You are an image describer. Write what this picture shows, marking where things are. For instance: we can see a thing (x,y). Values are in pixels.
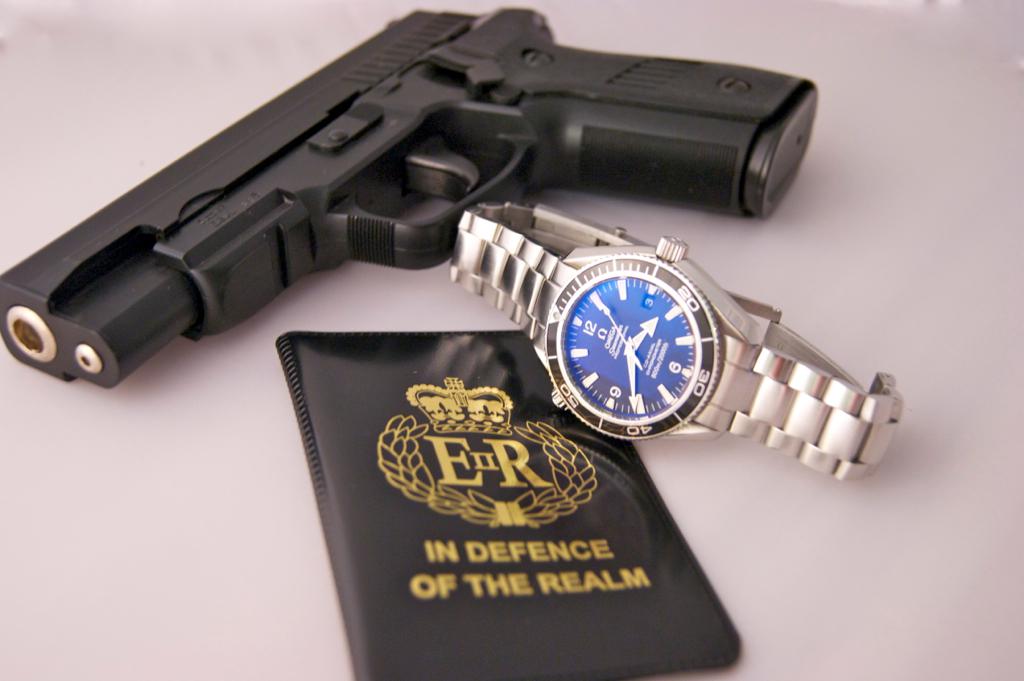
On the table (274,518) we can see black color gun (219,260), watch (565,300) and passport (490,522).
